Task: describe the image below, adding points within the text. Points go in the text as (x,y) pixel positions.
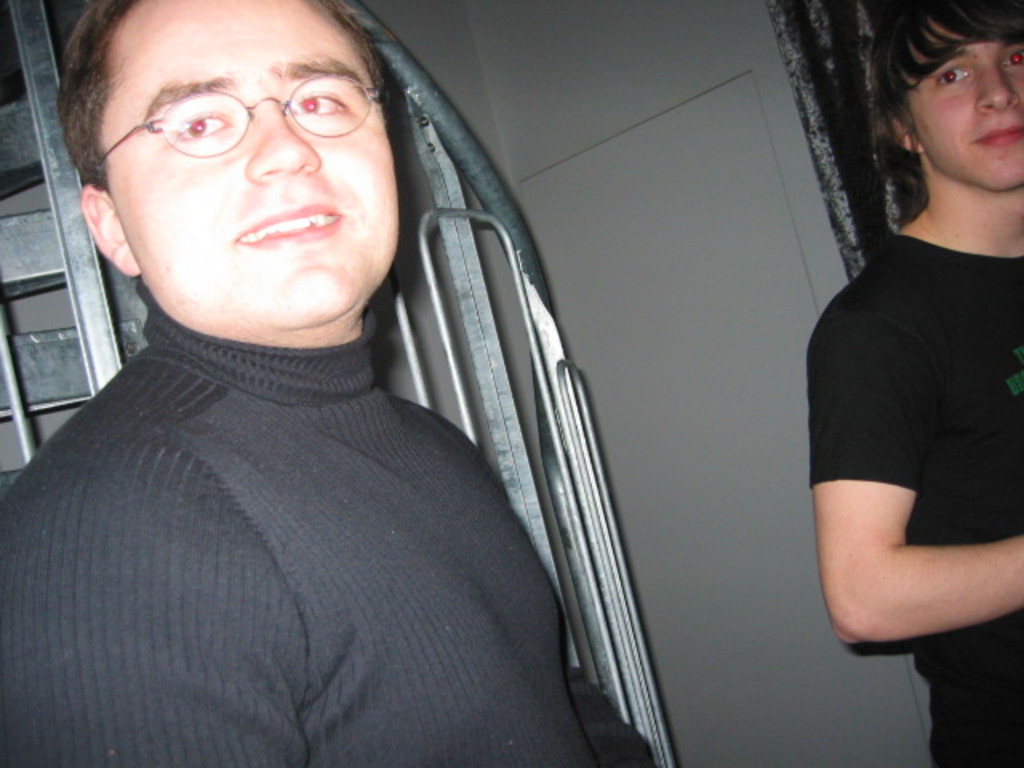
In this picture we can see two people (830,564) and in the background (675,682) we can see the wall (647,585), curtain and metal objects (562,508).
